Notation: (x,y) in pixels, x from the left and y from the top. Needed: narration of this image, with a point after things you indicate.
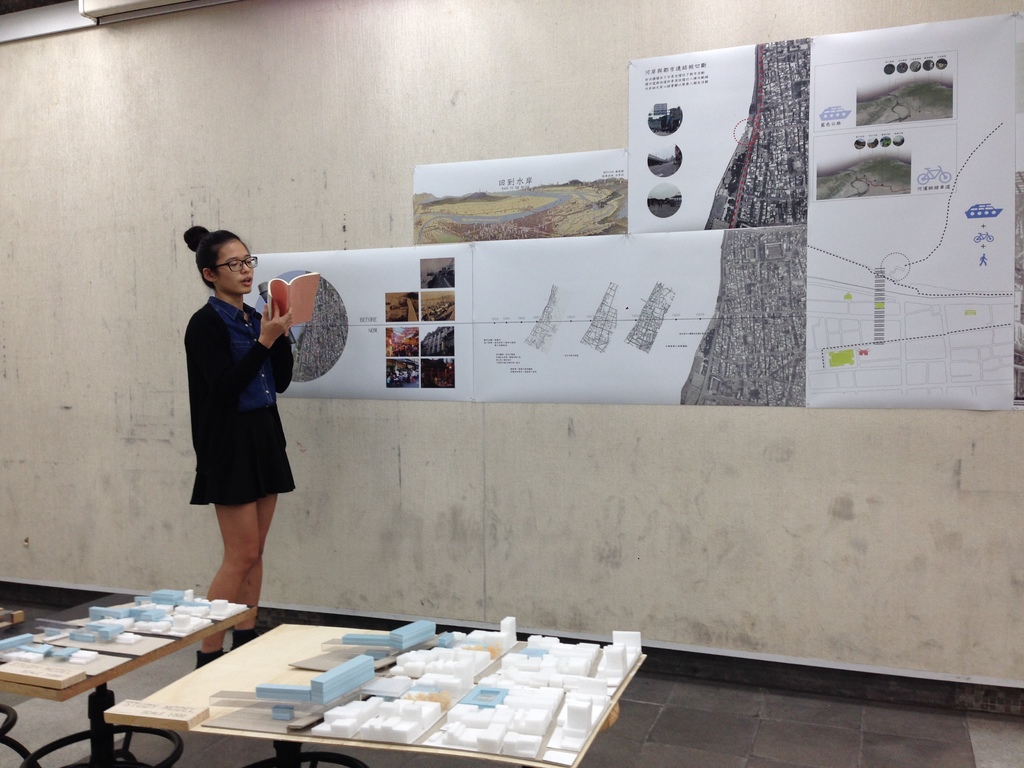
In this picture we can see woman (226,357) holding book (309,288) in her hand (284,327) wore jacket (219,334), spectacle (231,268), standing on the floor (225,641) and in the background (270,50) we can see wall (509,104), some charts (659,276) to that wall (609,425) and here we can see table (316,719) and on table (312,688) some models (423,683).
